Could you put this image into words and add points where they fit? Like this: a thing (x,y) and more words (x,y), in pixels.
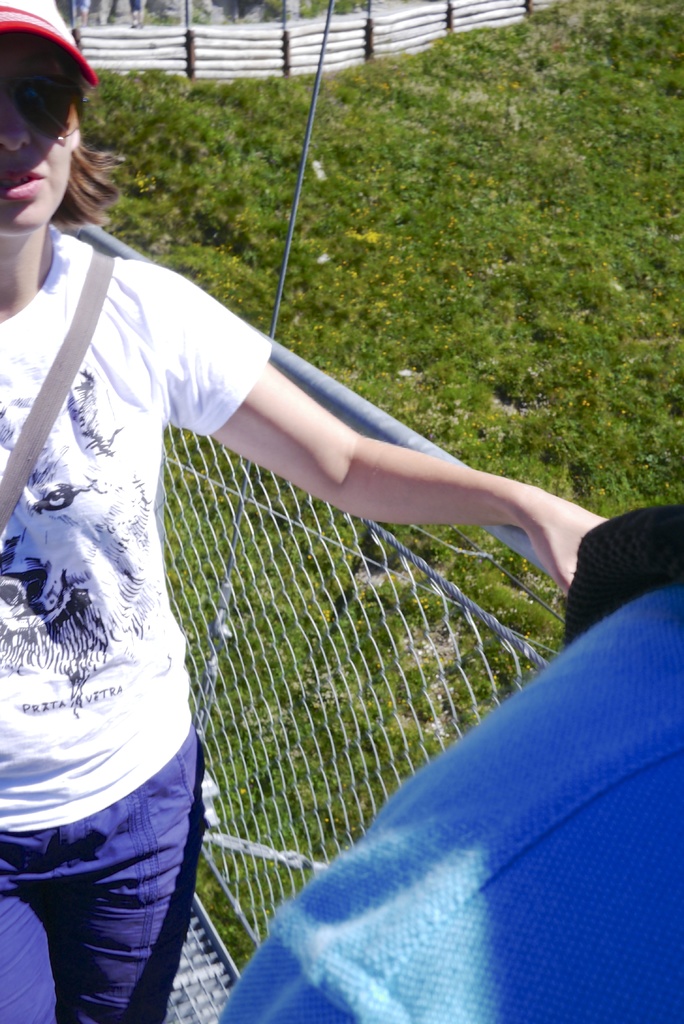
On the left side (60,277), there is a woman (80,261) in white color T-shirt (110,420), wearing a cap (52,2) and holding a fence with a hand (560,519). On the right side (642,638), there is a person (618,761) in blue color. In the background (366,24), there is a thread (314,91), there is a fence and there are plants (535,426) on the ground (574,414).
